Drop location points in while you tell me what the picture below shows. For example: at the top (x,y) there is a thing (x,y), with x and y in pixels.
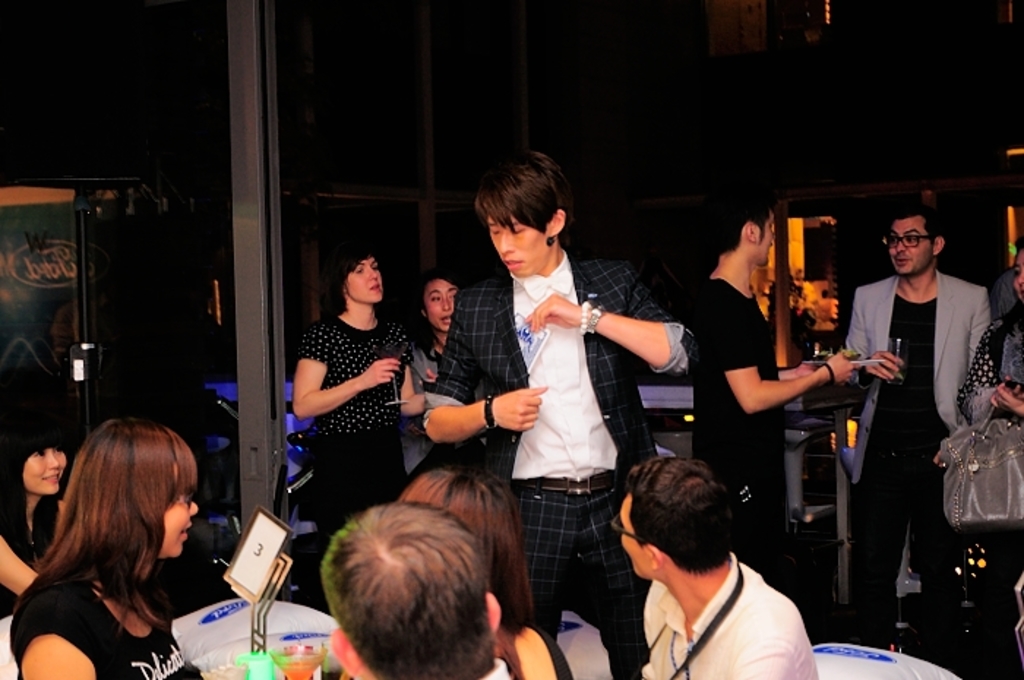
In the picture I can see a few persons (640,289) and looks like they are having a drink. I can see a man (445,426) in the middle of the picture (547,321). He is wearing a suit (599,271) and he is picking something from his suit pocket (525,326). There are two men (924,281) on the right side (909,276) and they are having a conversation. I can see a woman (323,478) on the left side (297,359) and she is holding a wine glass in her right hand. I can see a few people (462,561) at the bottom of the image (428,558).
